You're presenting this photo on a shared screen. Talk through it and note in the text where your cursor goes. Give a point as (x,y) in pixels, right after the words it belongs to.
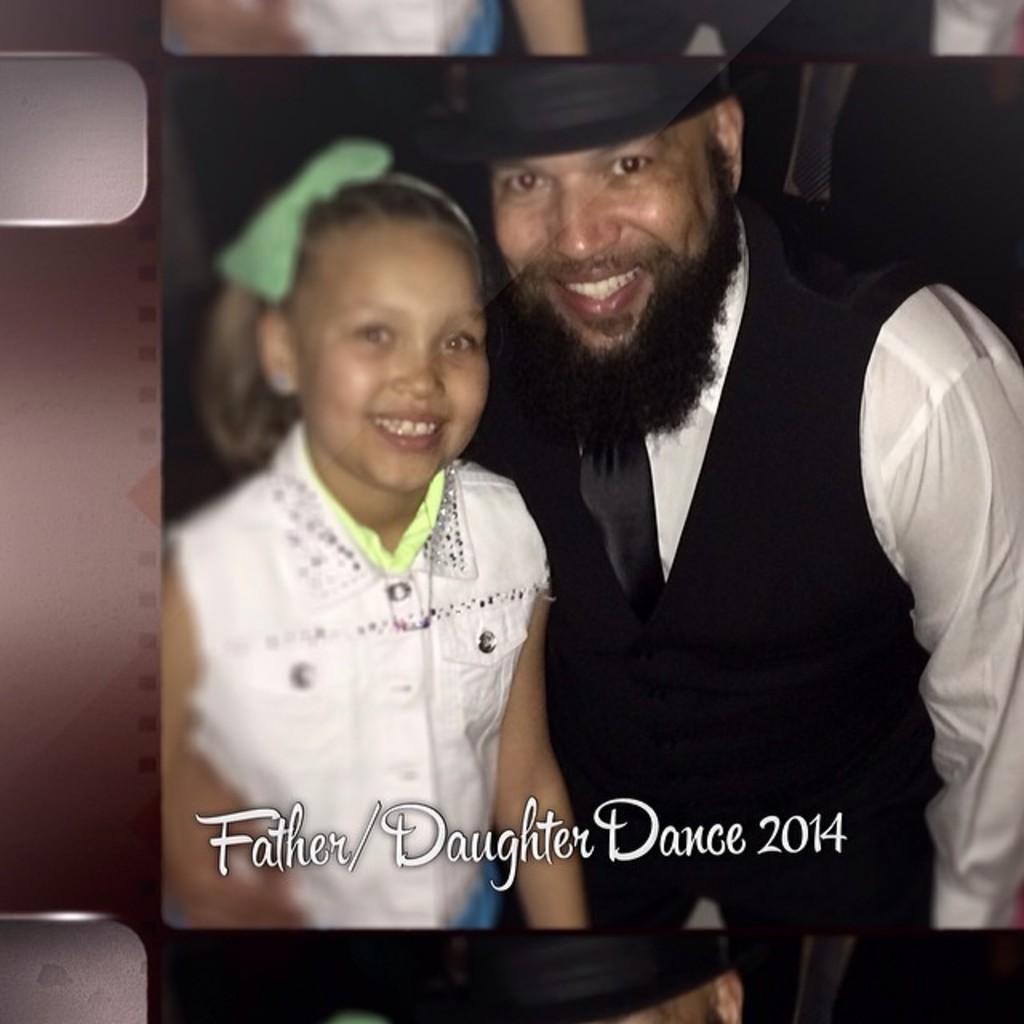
This is an edited image. In this image we can see a person (577,450) and a girl (370,756). There is some text (480,856) on the image.
